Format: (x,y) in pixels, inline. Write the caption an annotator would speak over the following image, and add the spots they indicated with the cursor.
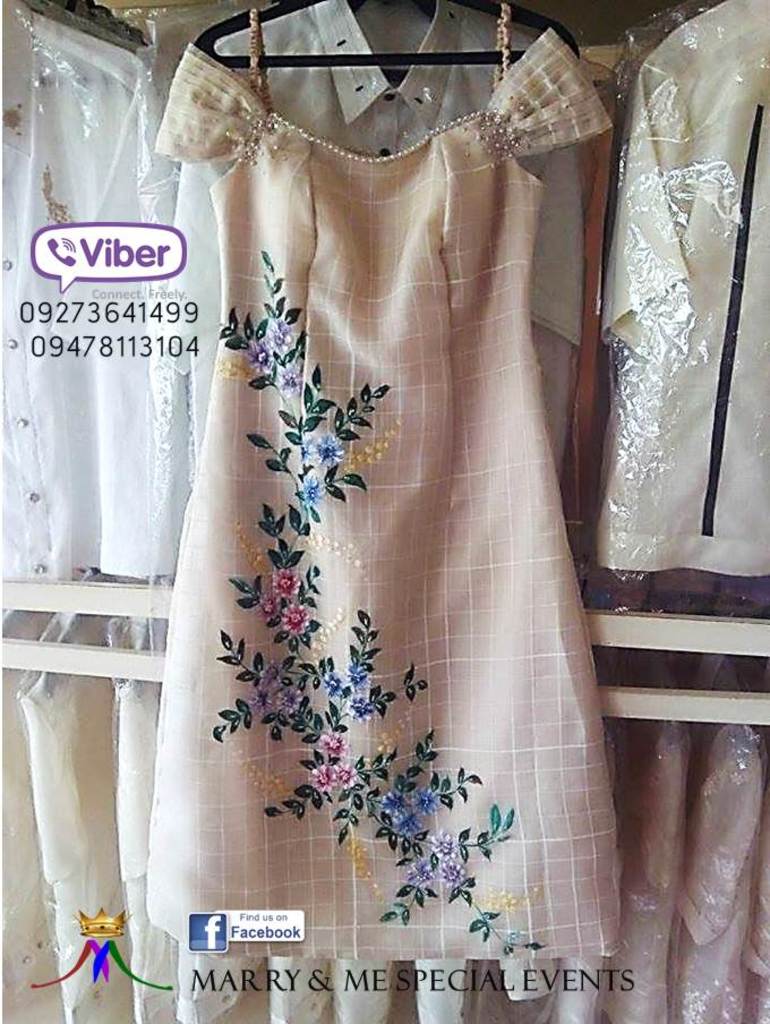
In this picture we can see a pamphlet (192,919) with peach colored dress (304,549) and other shirts (88,497) in the background (669,501).
